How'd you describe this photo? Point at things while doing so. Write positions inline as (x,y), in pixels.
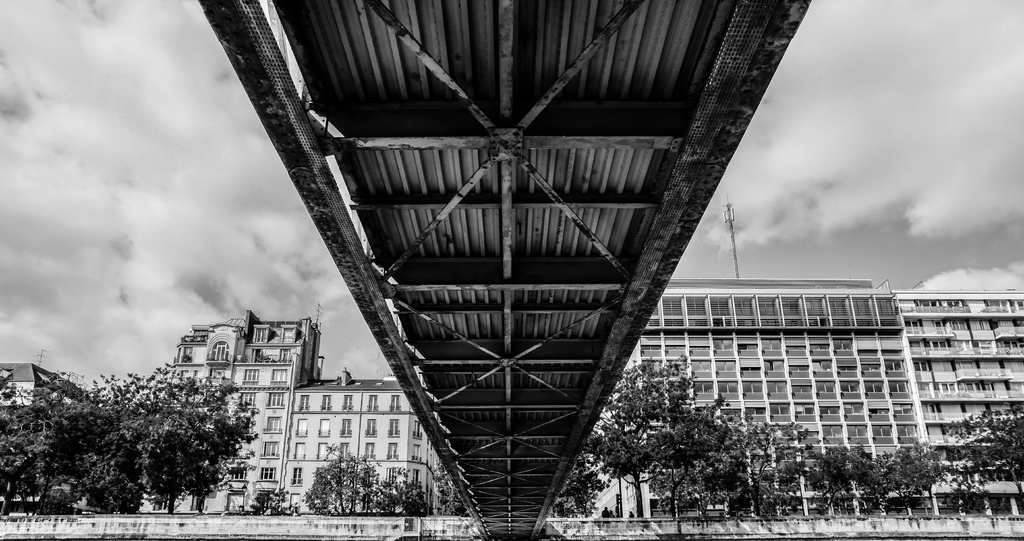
In the image we can see there are many buildings (857,382) and these are the windows (733,363) of the buildings (291,388). There are many trees (673,482) and a cloudy sky (167,230). This is a pole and this is a bridge (465,266).
